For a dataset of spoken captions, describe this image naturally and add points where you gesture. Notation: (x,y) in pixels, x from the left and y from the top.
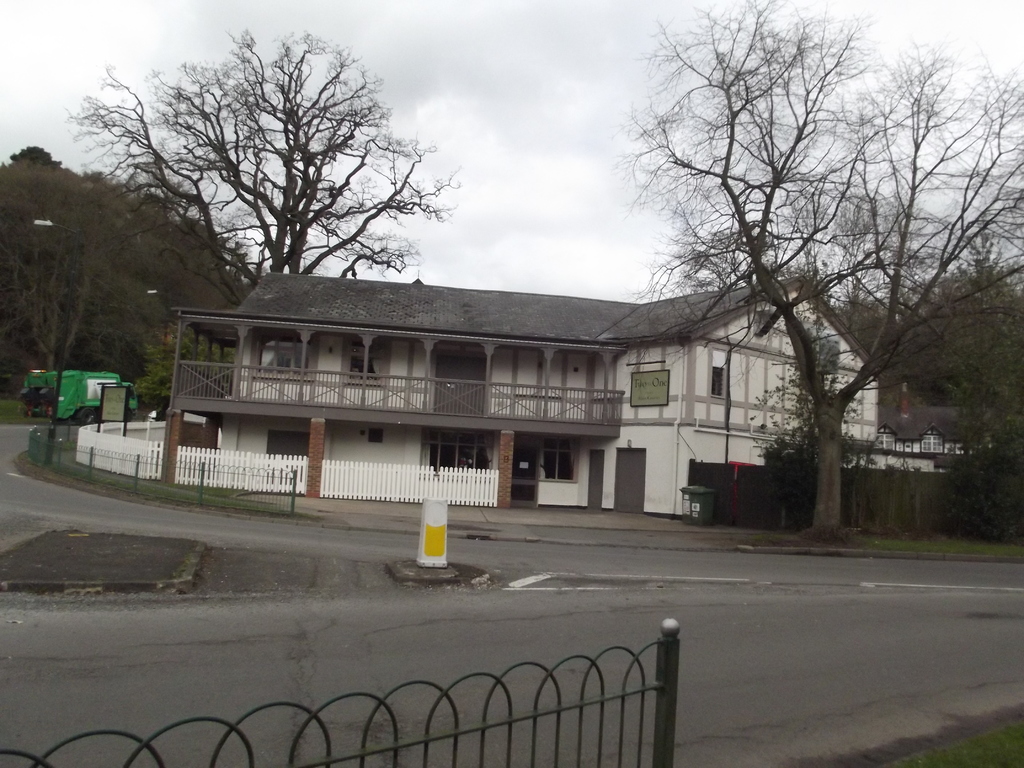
In this image I can see at the bottom (518,672) there is an iron grill (586,657) and the road (544,645). In the middle (640,312) there is a house (572,364), there are trees (766,288) on either side of this image, at the top (570,124) there is the cloudy sky (582,130).
